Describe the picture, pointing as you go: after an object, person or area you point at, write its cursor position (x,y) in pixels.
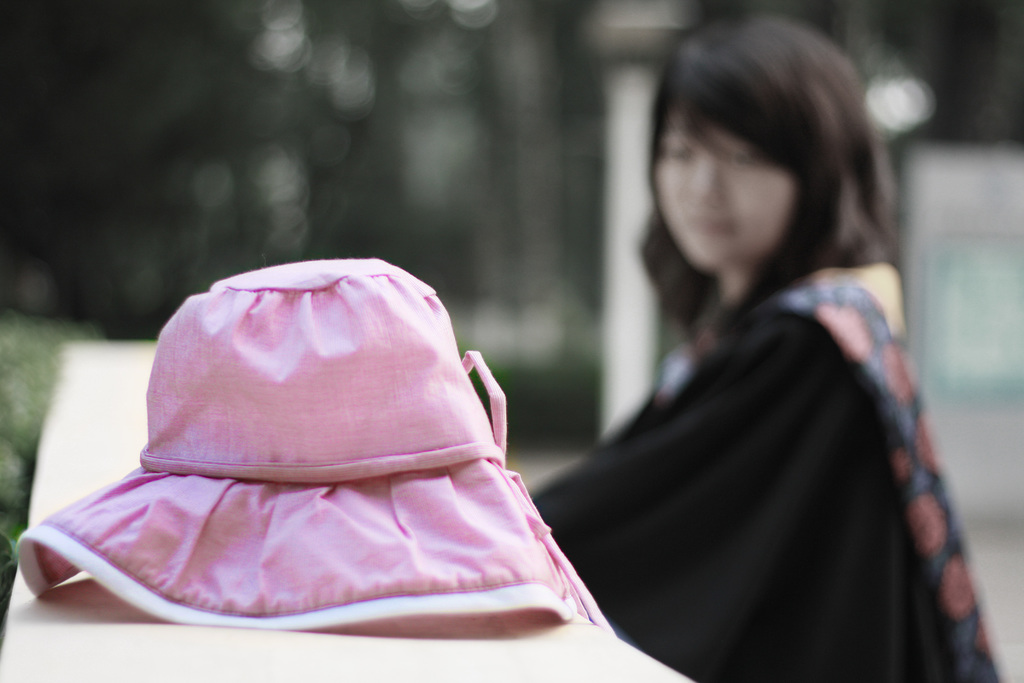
In this image I can see a cap (263,282) which is in pink color. Background (173,59) I can see a person (660,386) sitting and trees (258,123) in green color.
